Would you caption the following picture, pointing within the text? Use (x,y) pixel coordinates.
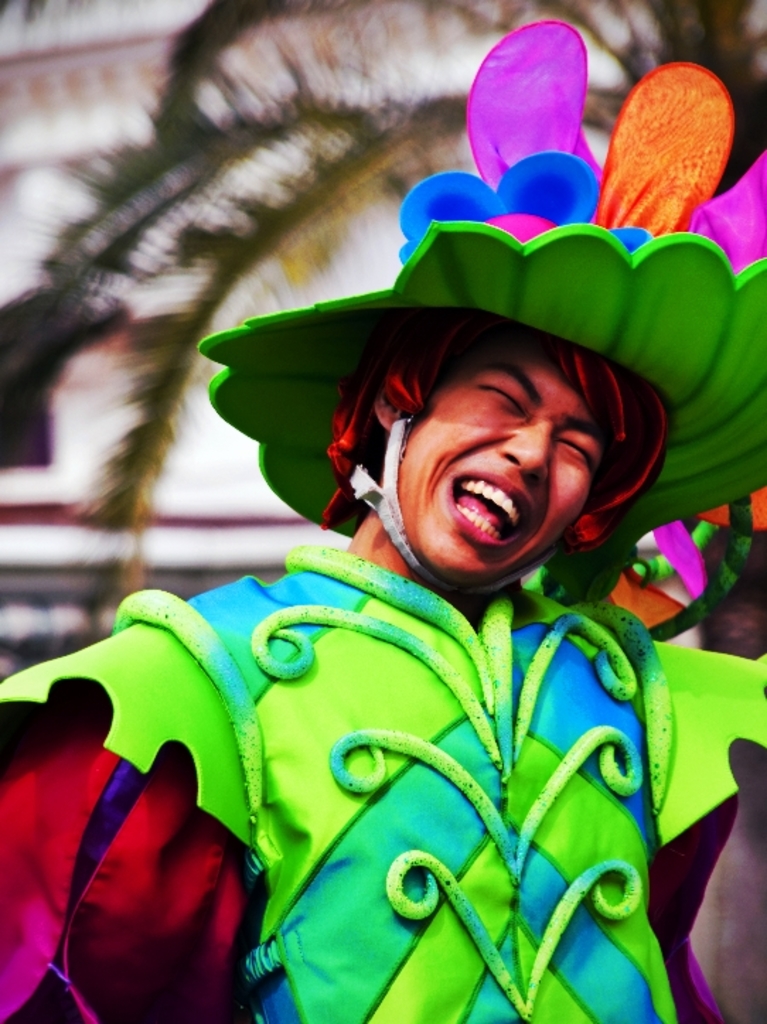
This picture shows a man (619,649) standing and he wore colorful dress (298,549) and colorful cap (339,348) on his head (589,425) and we see a tree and a building (217,566).
